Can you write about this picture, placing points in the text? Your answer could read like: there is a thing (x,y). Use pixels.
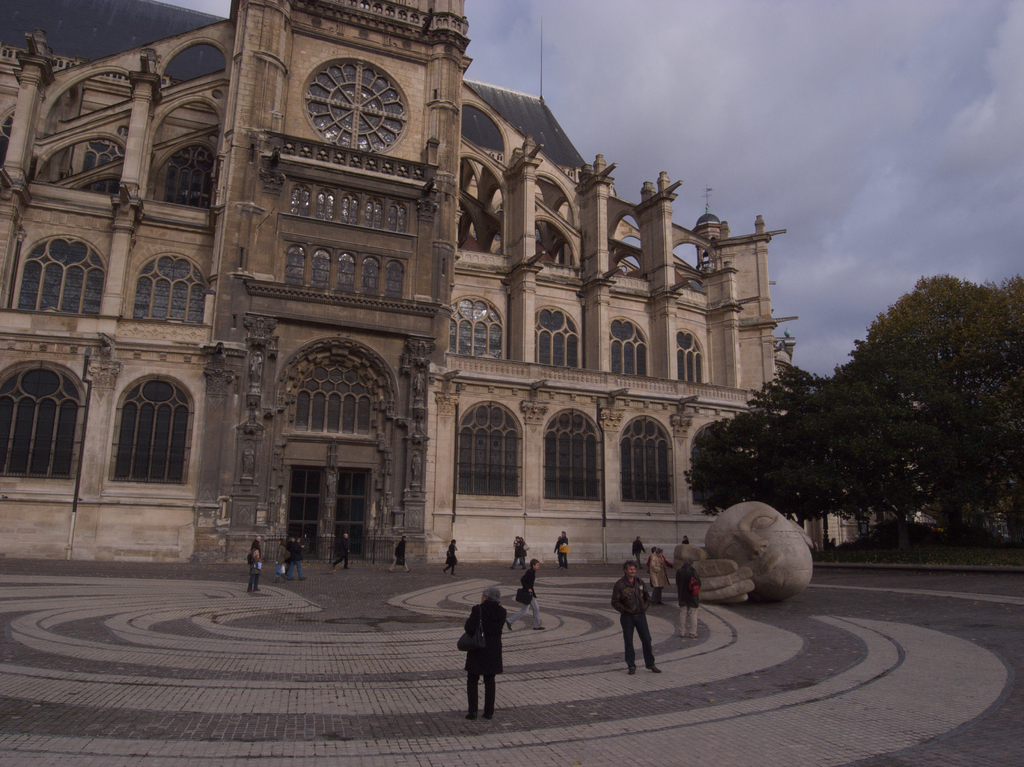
In this picture I can see there is a building (625,411) and it has windows (164,277) and there is a statue (754,587) here. There are few people (617,593) walking and there are trees (953,368) onto right side (937,463) and the sky (733,101) is cloudy.
